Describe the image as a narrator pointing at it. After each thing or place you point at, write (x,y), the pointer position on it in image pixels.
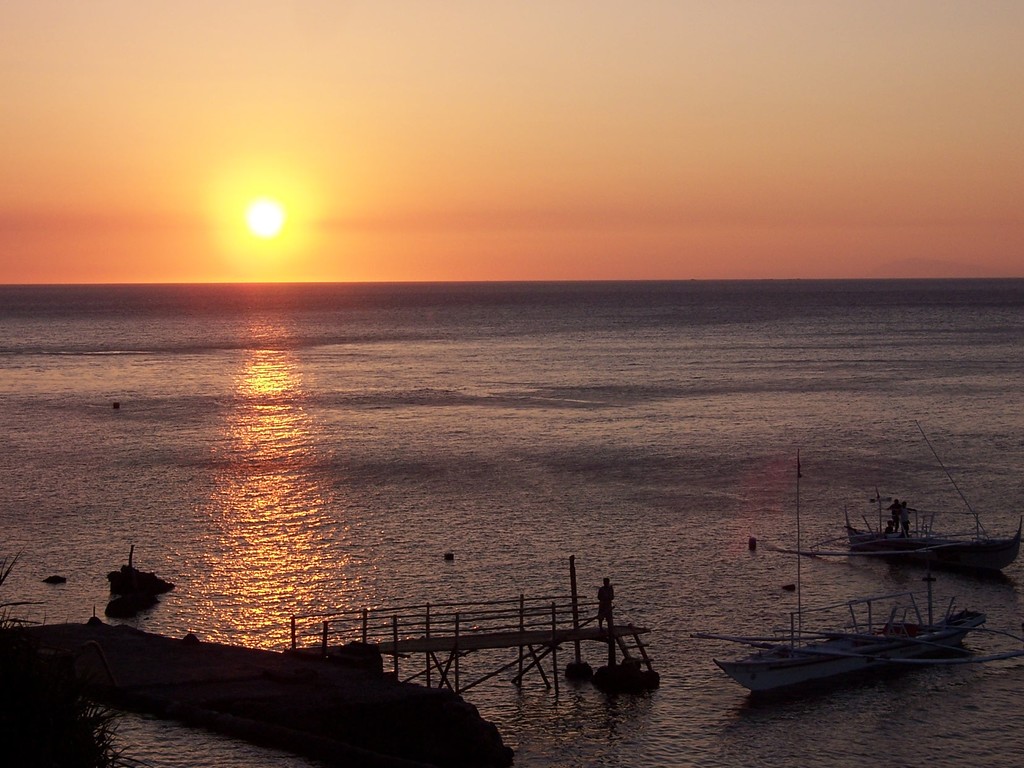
In this picture, I can see a ocean (674,379) after that a sun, sky (334,175), two boats (841,657) and people (894,515) standing on it.
